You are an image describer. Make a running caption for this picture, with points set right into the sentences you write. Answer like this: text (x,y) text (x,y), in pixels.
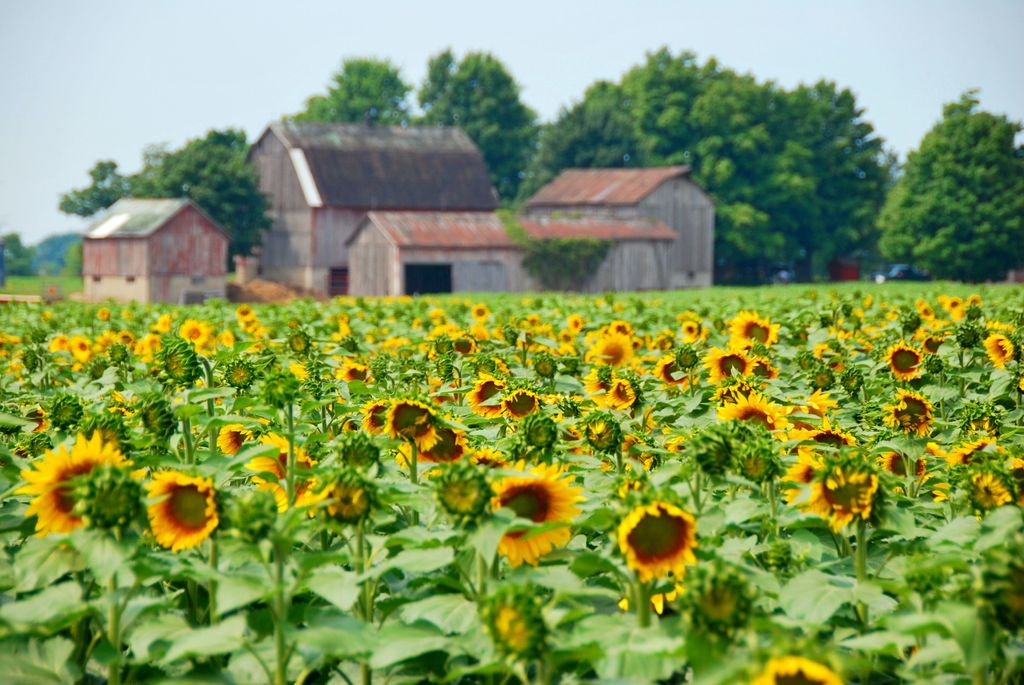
In this picture we can see some yellow sunflower plants (441,493) in the front (145,541). Behind there is a brown color shade houses (425,196). In the background (955,157) there are some trees (790,187).
